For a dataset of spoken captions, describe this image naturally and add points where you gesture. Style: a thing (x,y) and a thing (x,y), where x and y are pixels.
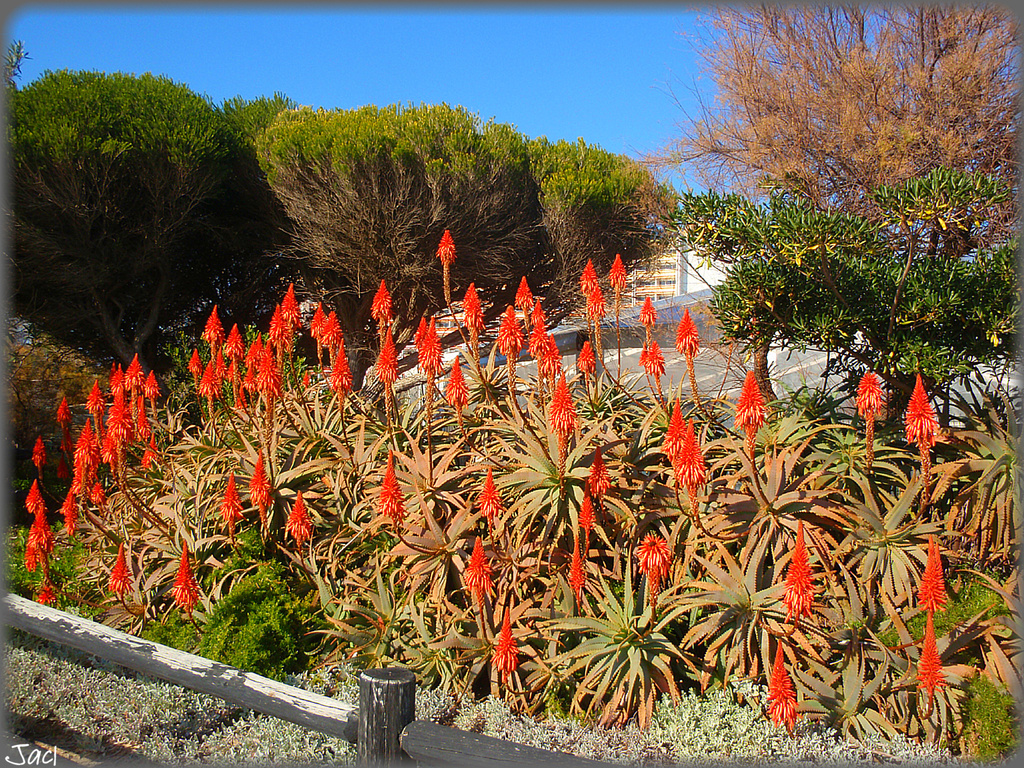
In this picture we can see few flowers (615,299), plants (578,484) and trees (754,187), in the background (683,271) we can find a building (654,284).
